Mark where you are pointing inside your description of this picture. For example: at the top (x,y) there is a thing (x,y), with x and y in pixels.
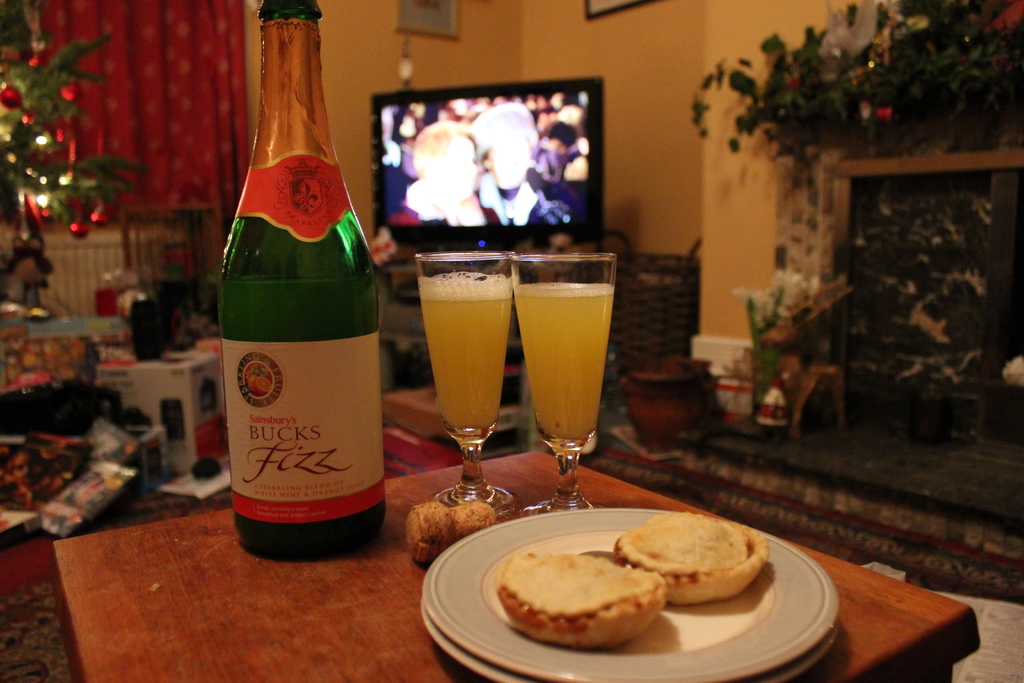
Image is clicked in a room (890,267). There is a Christmas tree (26,175) on the left side (99,223) and there are normal plants (973,89) on the right side (988,96). There is a TV (515,221) in the middle (442,230). On the stool (230,670) which is in the front (455,545), there is a bottle (286,511), two glasses (473,376), plate (513,554) and eatables (628,598). There are boxes (108,316) on the left side (142,410) and there is also a curtain (188,84) on the left side (162,67). There are photo frames (424,29) on the top (413,18).
